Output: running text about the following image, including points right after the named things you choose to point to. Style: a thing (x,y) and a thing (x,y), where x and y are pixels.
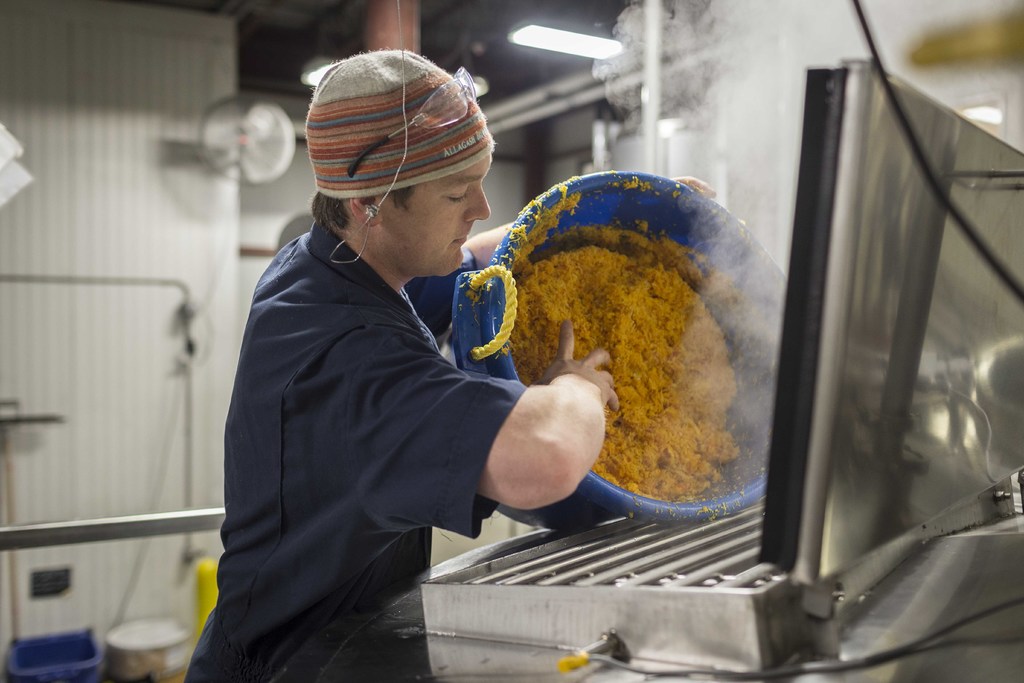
In this image there is a man (352,456) standing near a grill (705,654) and taking some items (648,393) from a tub (568,330), in the background (489,80) there are walls (772,80) and a light (512,35) and it is blurred.
